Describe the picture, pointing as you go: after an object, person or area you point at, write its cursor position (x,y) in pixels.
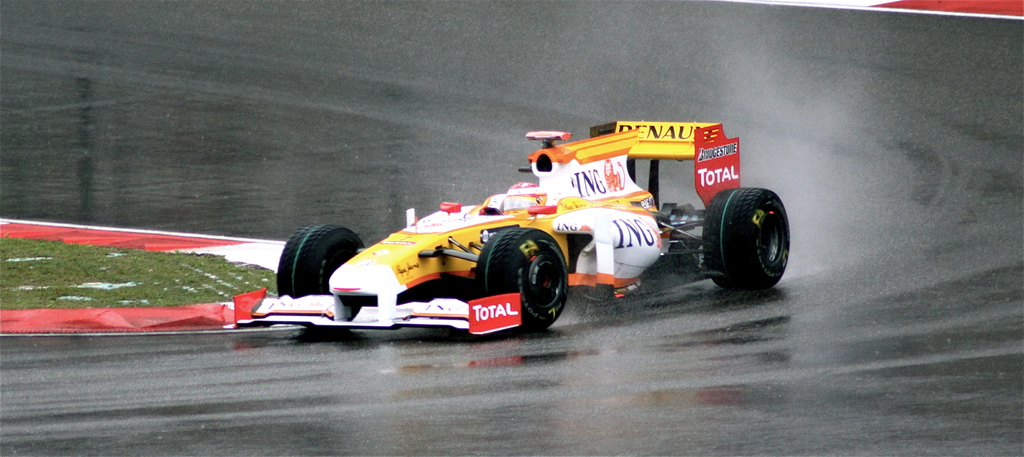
In this image I can see in the middle (396,260) it is a vehicle (468,257) in yellow color and there is the road (601,371) in wet condition. On the left side (179,268) it looks like the grass (141,271).
